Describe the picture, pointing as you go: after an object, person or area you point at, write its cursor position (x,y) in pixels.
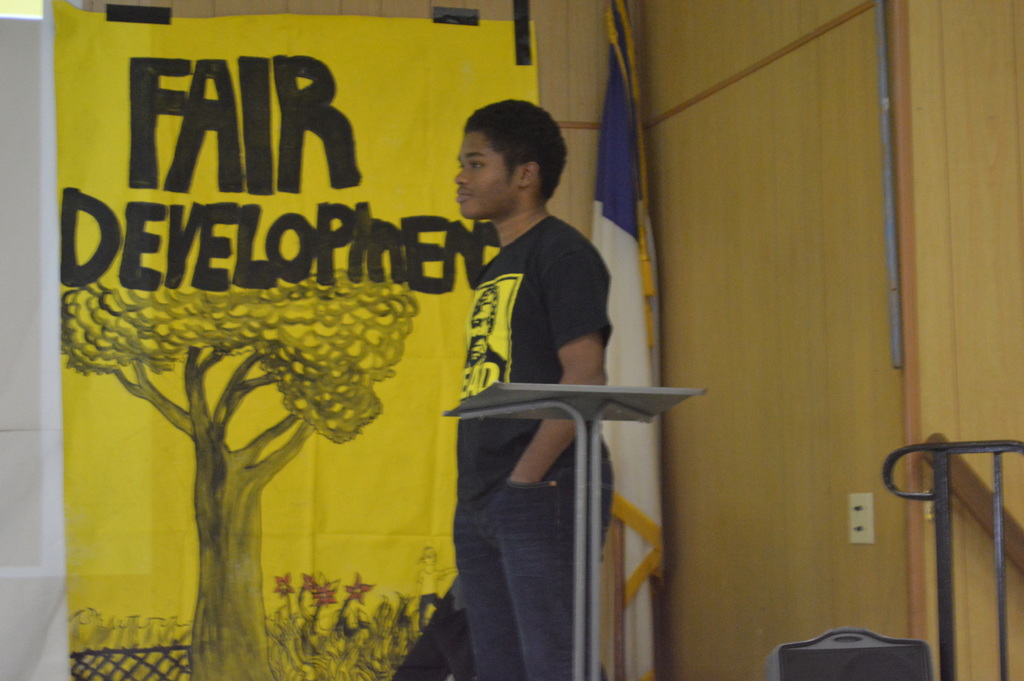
In this picture there is a boy (484,359) in the center of the image (473,388) and there is a desk (652,414) in front of him, there is a poster (423,194) and a flag (642,226) in the background area of the image (613,244).
